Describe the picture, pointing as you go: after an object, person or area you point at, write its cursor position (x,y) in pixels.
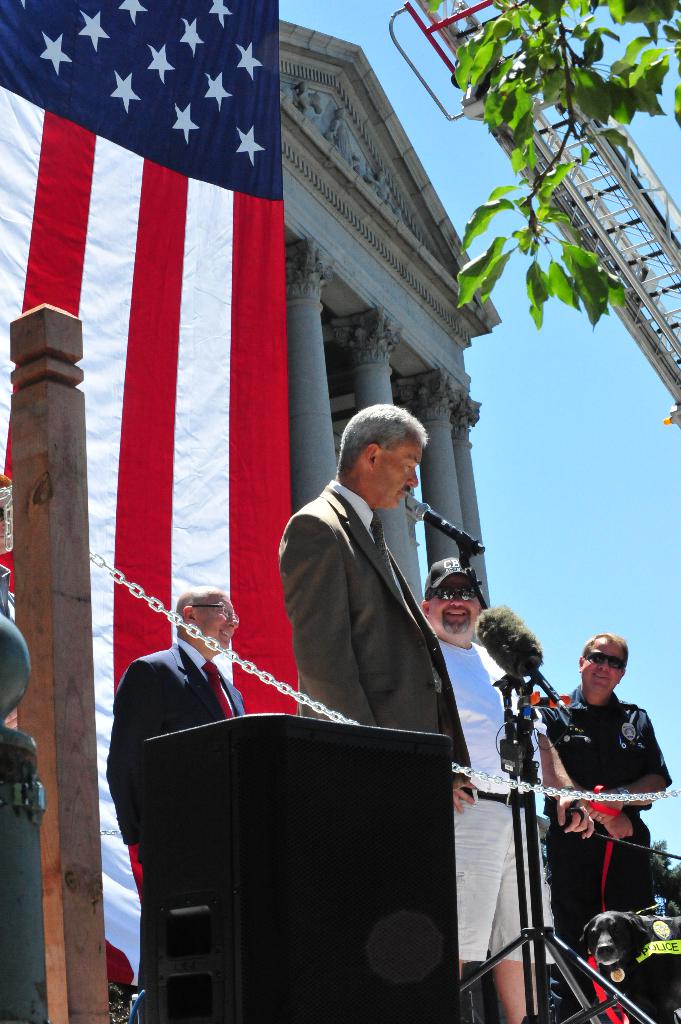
To the left corner of the image (40,570) there is a wooden pole (92,801) with a chain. And in the middle of the image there is a speaker (351,745). Behind the speaker (361,743) there is a man (390,569) with grey jacket (390,569) is standing and in front of him there is a mic (451,527) with a stand (517,808). Beside him there is a man (462,614) with white t-shirt (471,689) and a cap (436,585) on his head (452,611) is standing. Behind the man (351,655) there is a man (207,699) with black jacket (163,693), white shirt (195,651) and red tie (211,668) is standing. And in the background (313,129) to the left side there is a building (317,312) with pillars (321,334) and sculptures (361,148). And to the left corner of the image (126,116) there is a flag (161,163) with white and blue color and also there are stars symbols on it. And to the right side of the image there is a crane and also there are leaves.
